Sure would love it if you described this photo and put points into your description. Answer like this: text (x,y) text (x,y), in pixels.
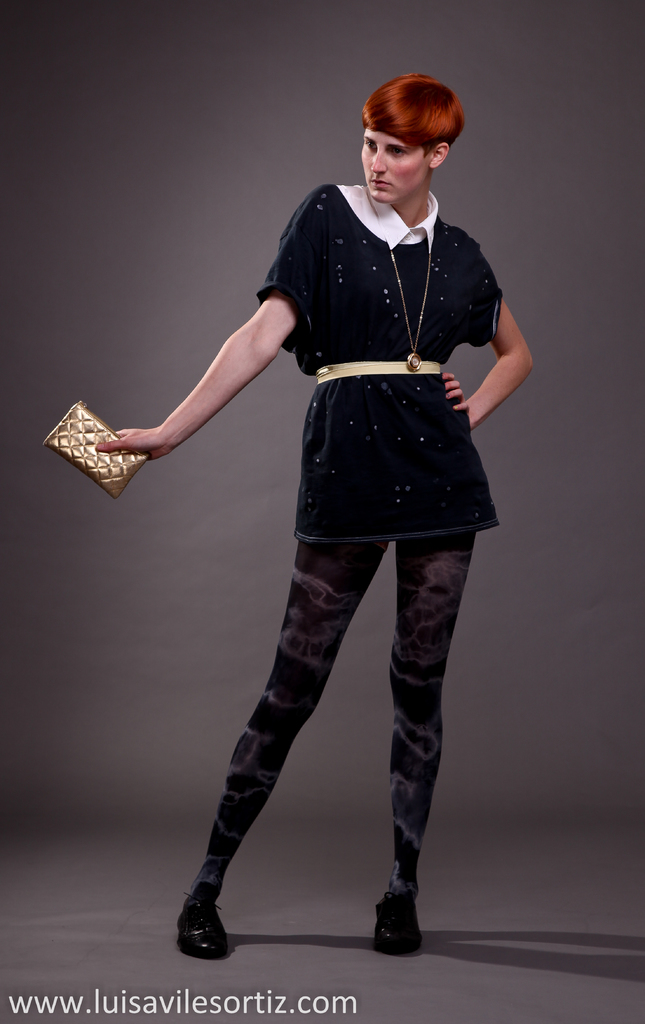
This image consists of a woman (342,602) wearing a black dress (342,525) and holding a purse (93,429). At the bottom (47,938), there is a floor (117,966). In the background (66,545), there is a wall (214,175).
